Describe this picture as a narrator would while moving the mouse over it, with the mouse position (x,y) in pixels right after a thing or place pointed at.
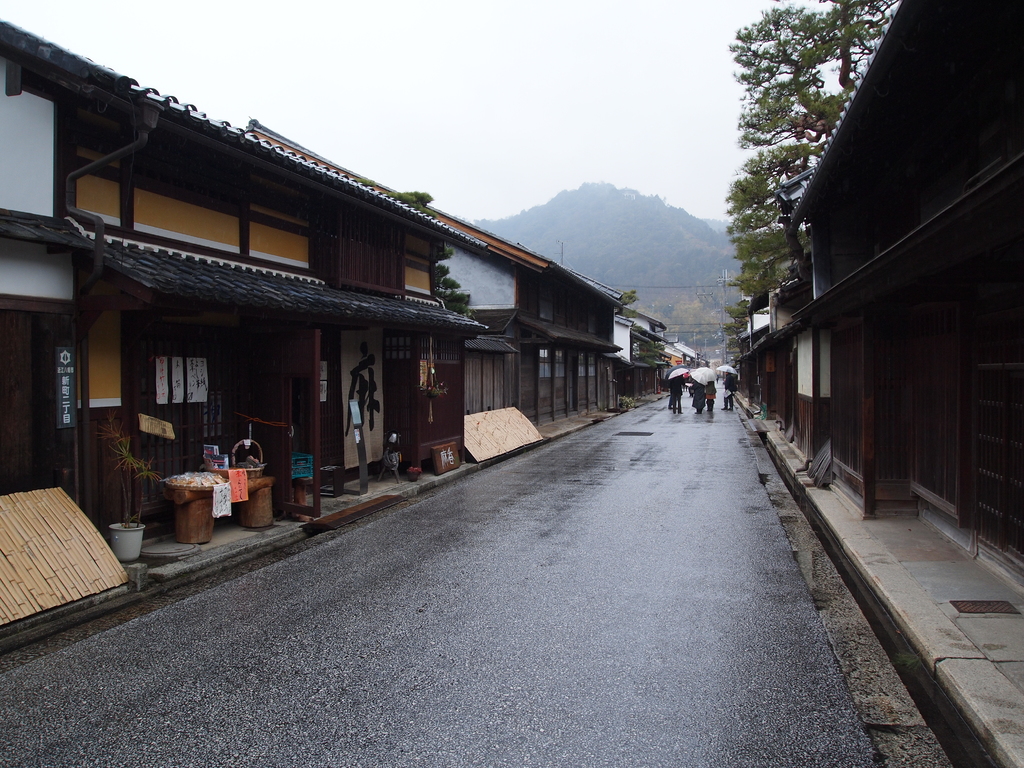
In this image there are sheds (538,357) and we can see people (702,409) holding umbrellas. There is a road (547,607). In the background (605,239) there are trees (635,300), hills (592,197) and sky (553,124).
